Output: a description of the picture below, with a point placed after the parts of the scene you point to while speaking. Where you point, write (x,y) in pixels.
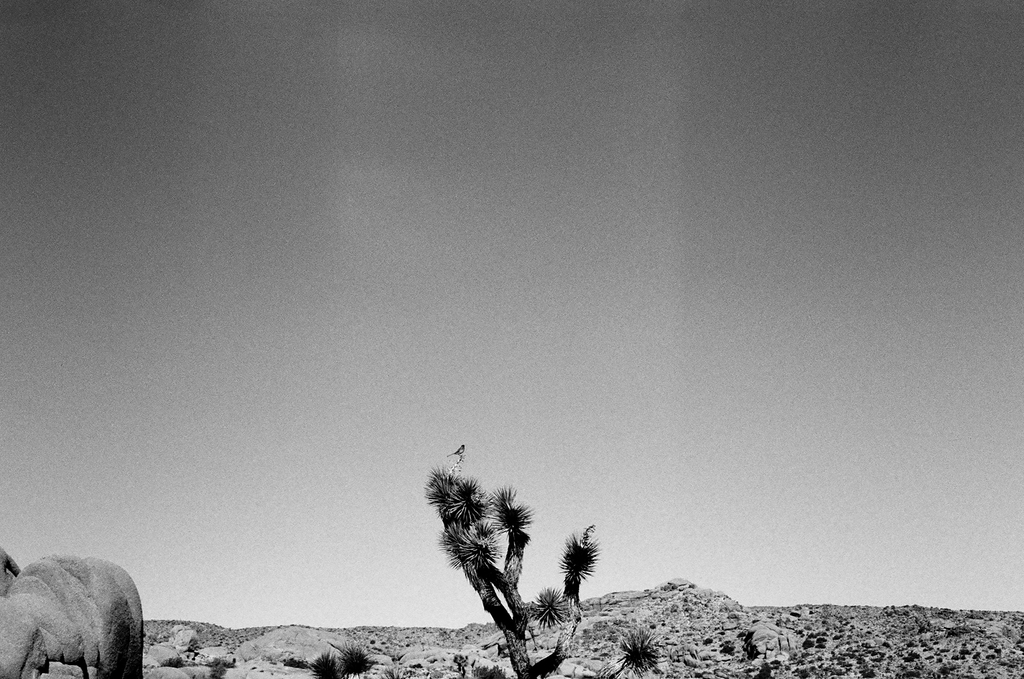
In the image we can see the black and white picture of the tree (565,602), stones (707,612), sky (722,488) and the bird (458,454).
